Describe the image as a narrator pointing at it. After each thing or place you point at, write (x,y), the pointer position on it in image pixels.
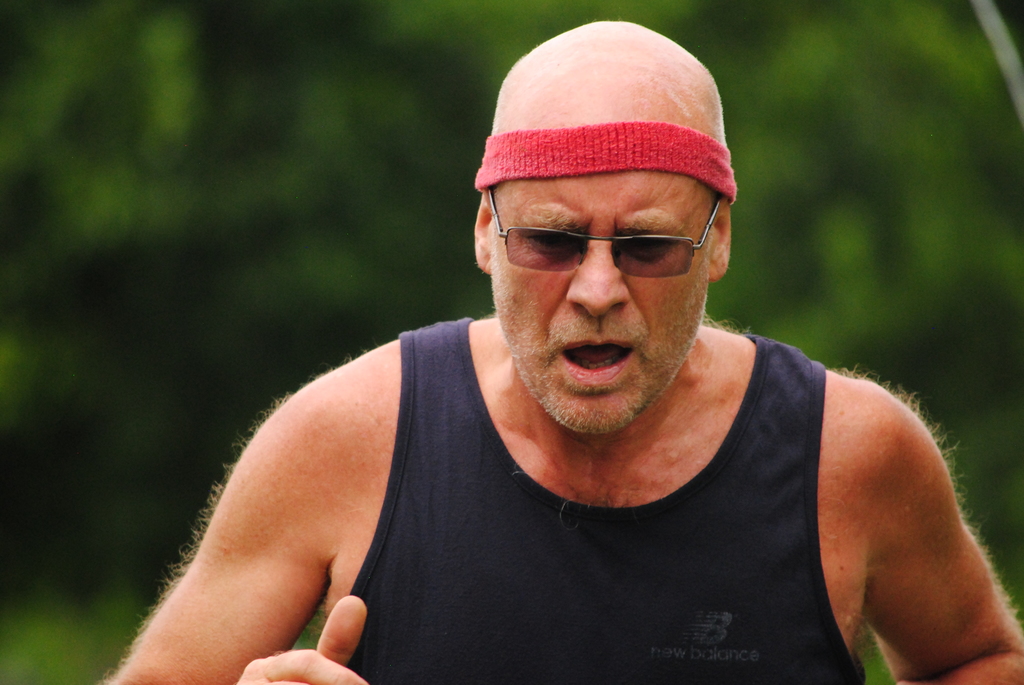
In this image I can see a man (448,446), I can see he is wearing black tank top (730,517), specs (531,230) and a headband (621,158) which is in red colour. I can also see green colour in background (271,241) and I can see this image is little bit blurry from background (19,191).
